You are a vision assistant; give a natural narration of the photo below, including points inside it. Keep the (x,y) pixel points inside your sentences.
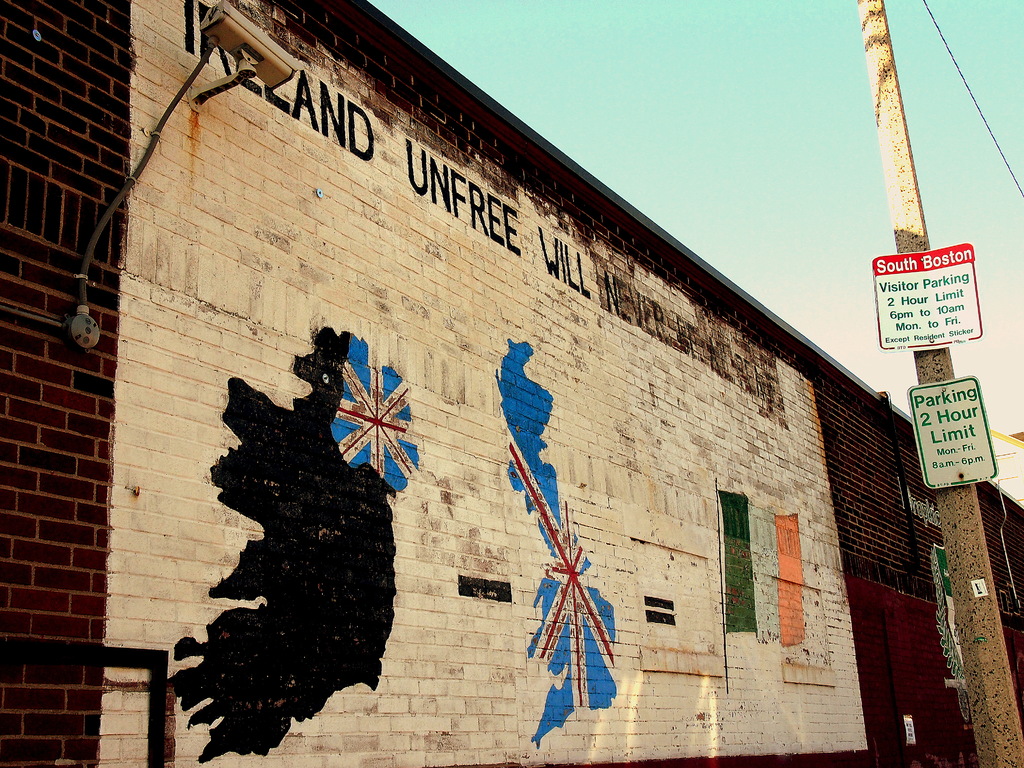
In this image there is a wall (573,468) in the middle (481,368). On the wall (573,468) there is some text (311,94) at the top (325,96). At the bottom (308,521) it looks like a map painting (365,519). On the right side (959,540) there is a pole (919,366) to which there are two boards (945,341). On the left side (250,36) there is a video camera (244,47) which is attached to the wall (164,135) with the wire (84,300). At the top (603,77) there is the sky (589,80).
